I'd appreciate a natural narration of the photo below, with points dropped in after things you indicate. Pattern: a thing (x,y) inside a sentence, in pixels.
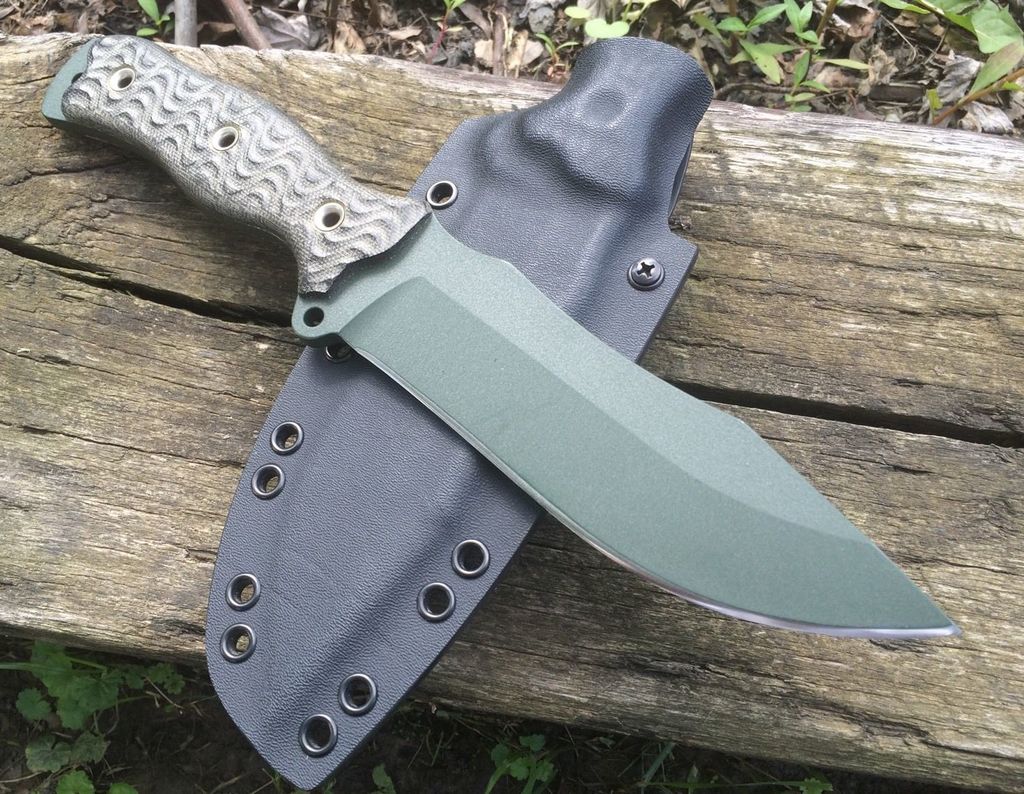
In this image, we can see a knife (487,436) and knife bag (436,500) is placed on the wooden board (92,365). Here we can see few plants (996,51).
